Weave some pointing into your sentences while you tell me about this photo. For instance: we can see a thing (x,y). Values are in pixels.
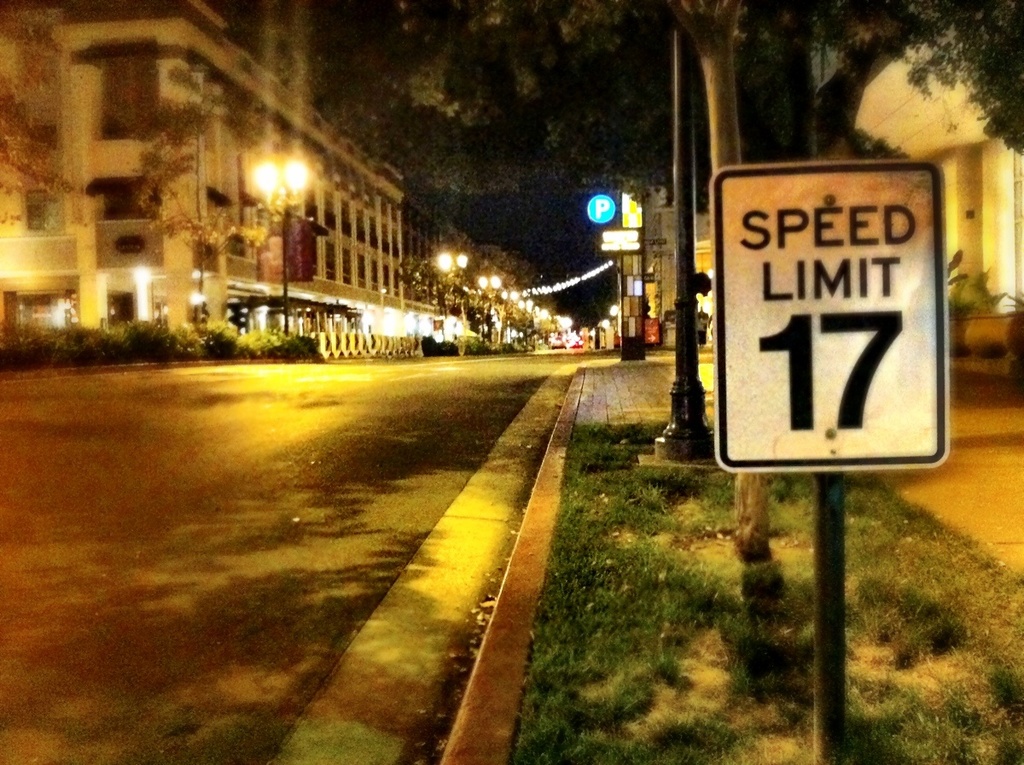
In this image we can see the buildings (134,246). In front of the buildings (310,188) we can see the poles (454,297) with lights (573,323), trees (527,336) and plants (241,352). In the foreground (727,589) we can see the grass (788,502), poles (697,315), trees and a board (799,318) with text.
